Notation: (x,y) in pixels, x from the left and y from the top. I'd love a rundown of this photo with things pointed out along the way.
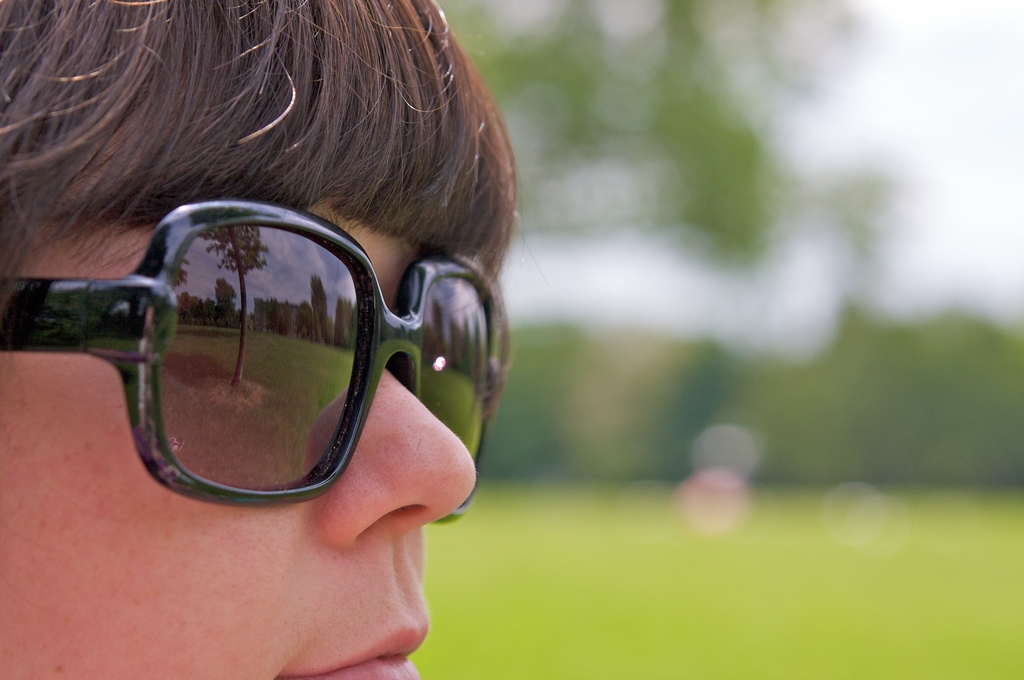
In this picture we can see a person (297,141) wearing goggles (221,343).
